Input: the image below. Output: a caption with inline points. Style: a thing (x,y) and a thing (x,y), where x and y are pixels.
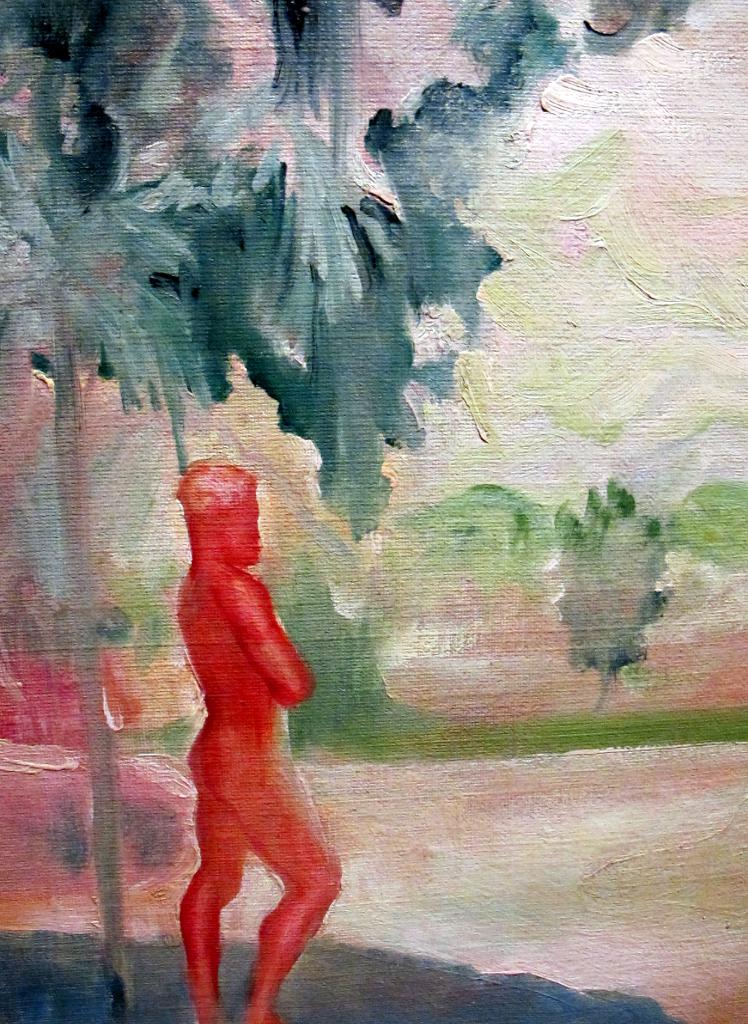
In this picture I can see there is a painting (209,550) and there is a tree (230,224) and there is a person (260,662) standing here.
